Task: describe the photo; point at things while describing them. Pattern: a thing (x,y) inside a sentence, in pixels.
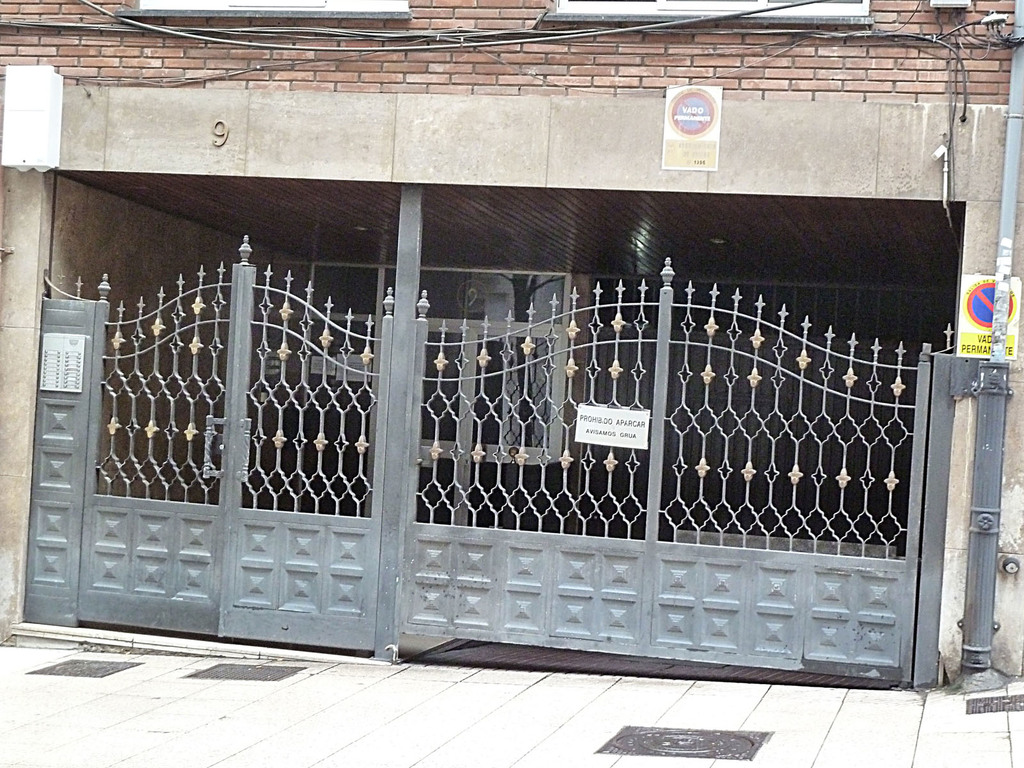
In this image there is a building (369,460).
